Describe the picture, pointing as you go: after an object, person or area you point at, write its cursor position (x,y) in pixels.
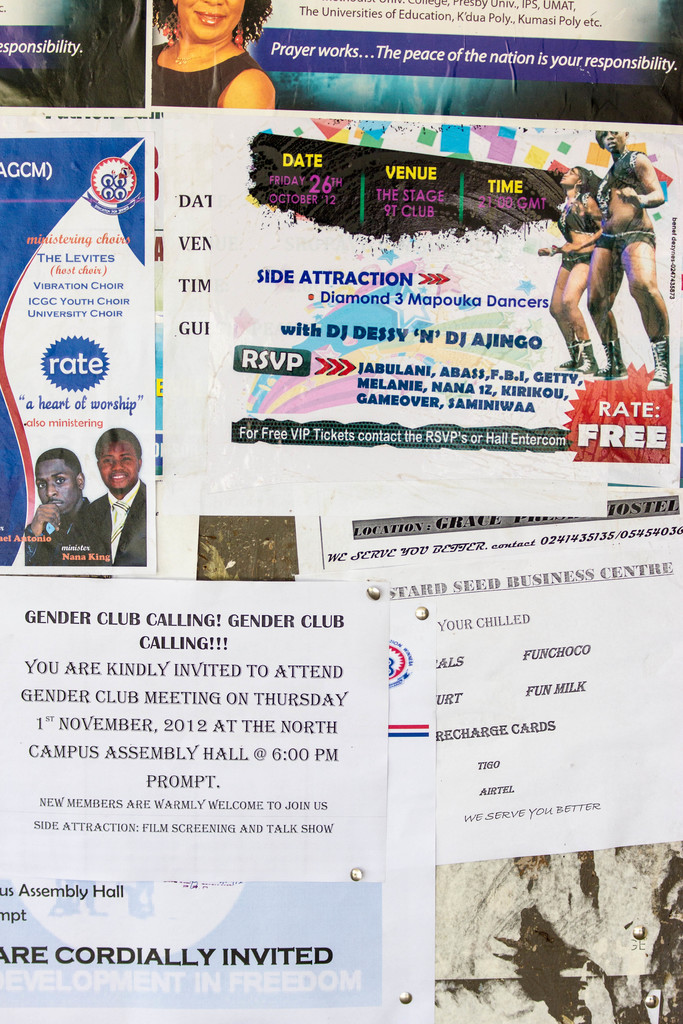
In this image there are different posters (225,313) are attached onto this wall (520,881). as we can see there are some pictures (585,256) of a persons (112,506) on top of this image (604,225) and there is some text (302,325) written on that papers (327,662).
